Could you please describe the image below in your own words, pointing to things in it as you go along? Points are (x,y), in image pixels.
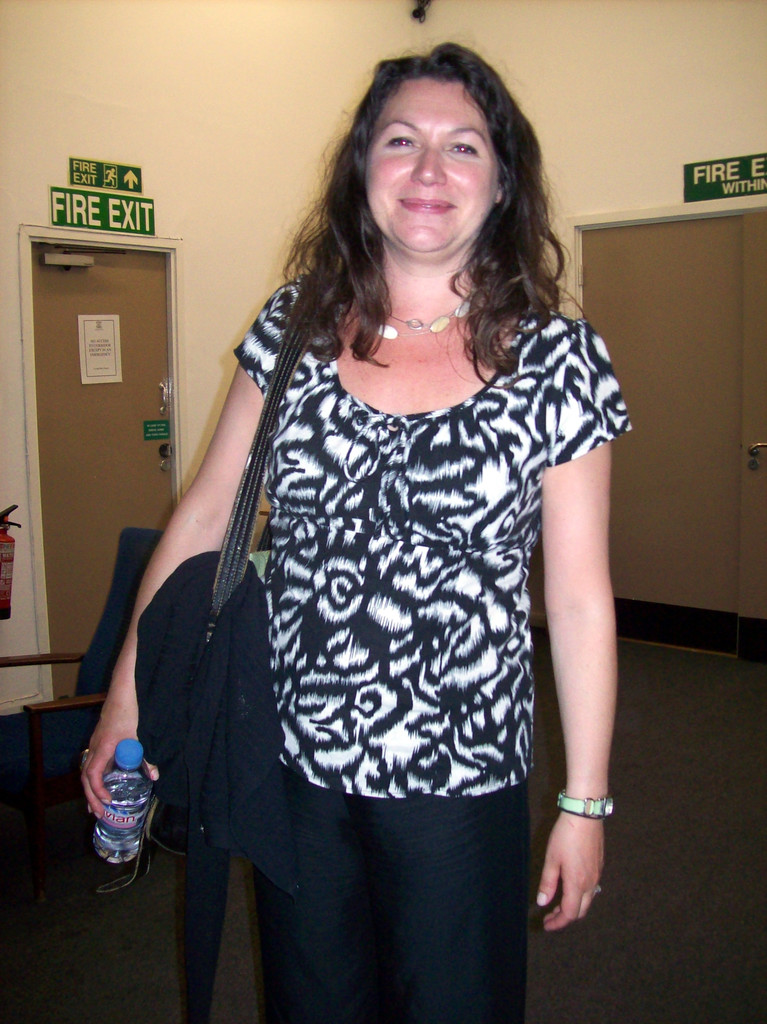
Here we can see a woman (466,645) standing on the floor (78,867) and she is carrying a bag (243,569) on her shoulder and holding a bottle (108,810) in her hand (100,802). In the background (132,376) there are doors (137,386), chair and boards (107,188) on the wall (282,170).
